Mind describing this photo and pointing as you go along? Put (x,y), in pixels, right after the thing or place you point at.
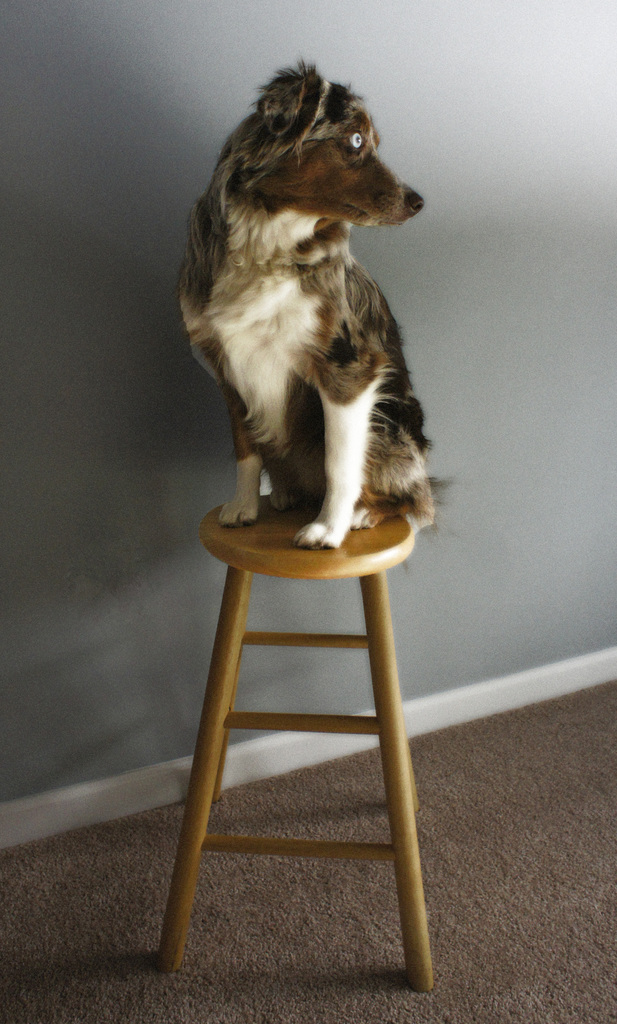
In this picture there is a dog (238,184) on the stool (404,858). At the back (175,538) there is a wall (460,432). At the bottom (514,845) there is a mat (470,859).
